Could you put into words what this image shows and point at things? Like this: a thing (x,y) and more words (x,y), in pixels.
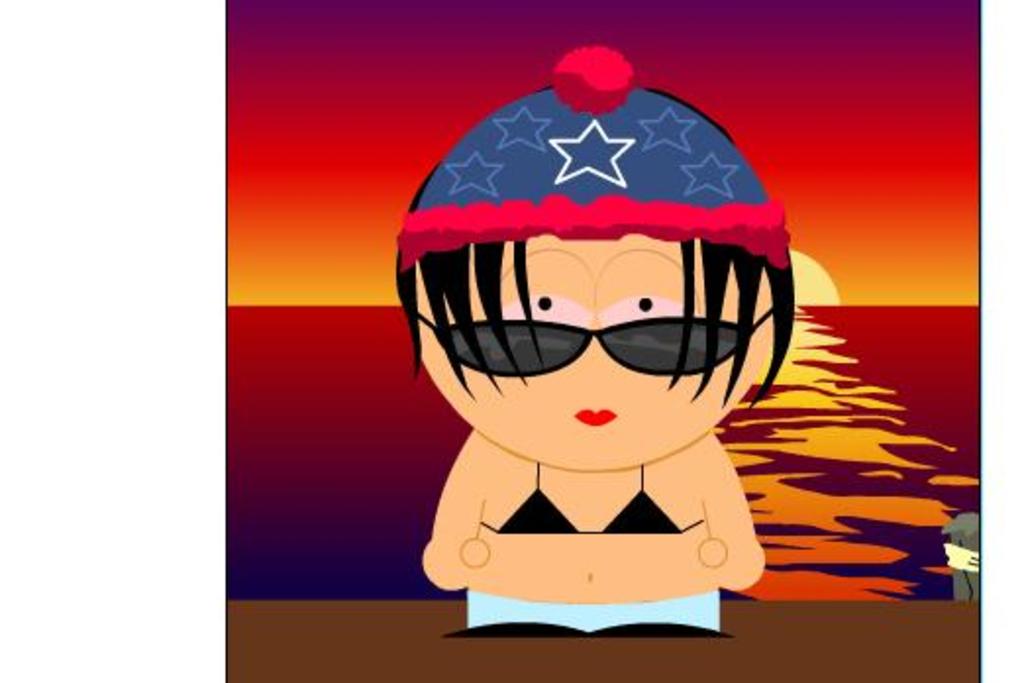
This is an animated image. In this image we can see a woman (483,341). In the background of the image (761,134) there is sky (320,299), sun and water (330,420).
